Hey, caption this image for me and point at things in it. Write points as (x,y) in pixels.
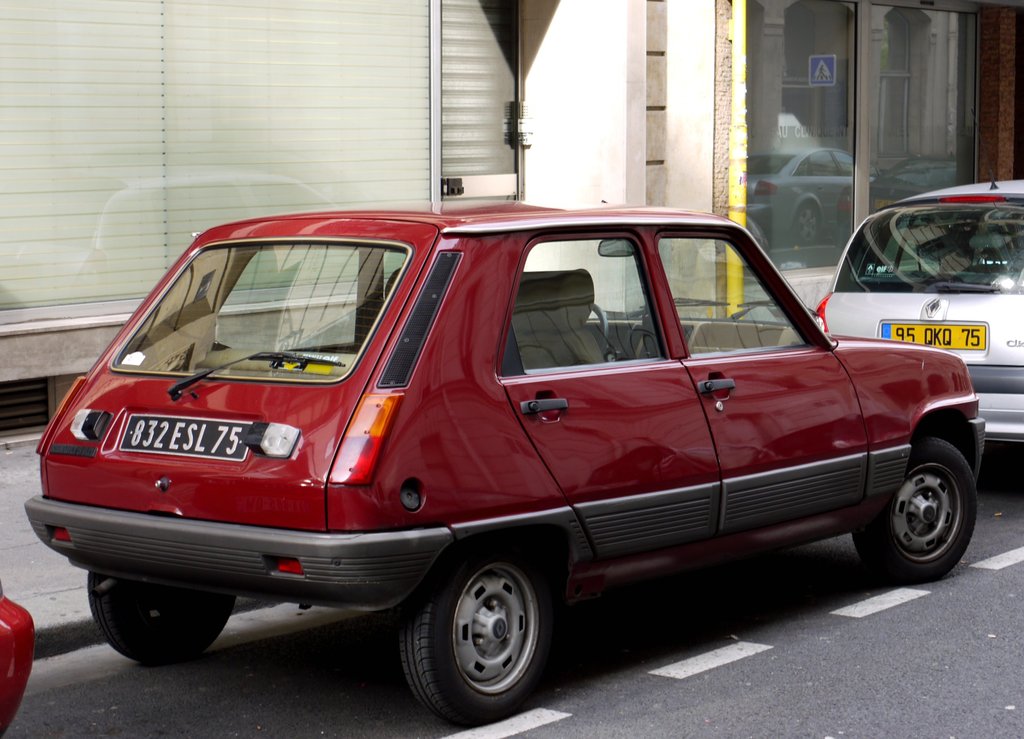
In this image we can see motor vehicles (800,507) on the road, footpath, buildings (567,98) and a sign boards reflection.
